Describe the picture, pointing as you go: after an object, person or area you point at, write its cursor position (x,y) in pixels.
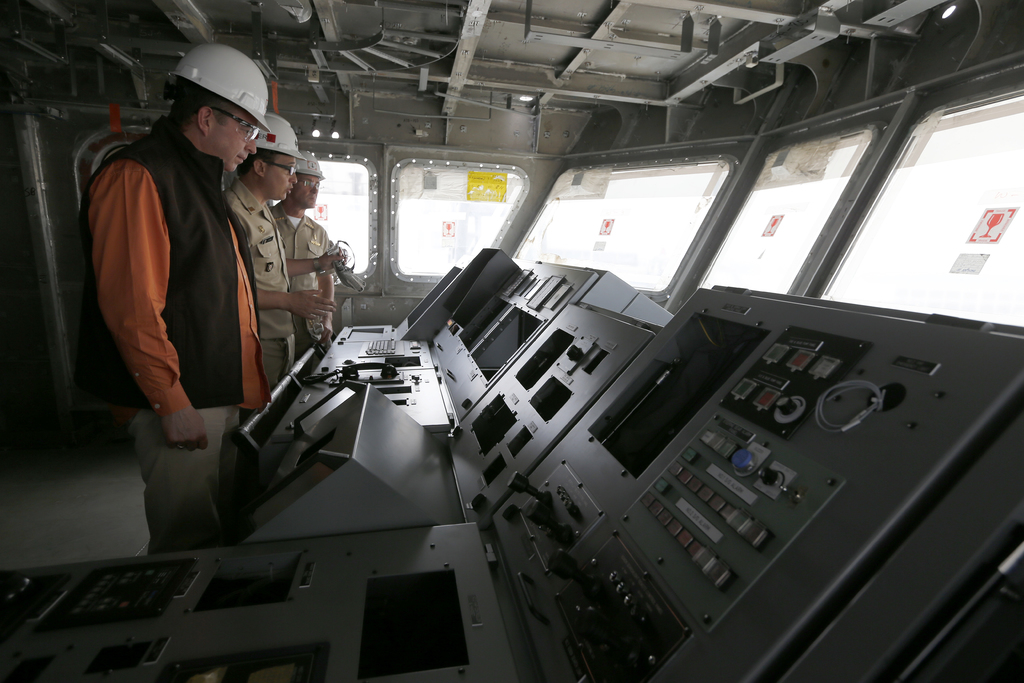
This is looking like an inside view of a vehicle (619,335). On the right side (769,594) there are few electronic devices (472,513). On the left side (264,298) there are three men (206,279) wearing helmets (281,146) and standing facing towards the right side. Here I can see few glass windows (599,211) through which we can see the outside view. There are few posters (987,227) attached to the windows (460,218).
